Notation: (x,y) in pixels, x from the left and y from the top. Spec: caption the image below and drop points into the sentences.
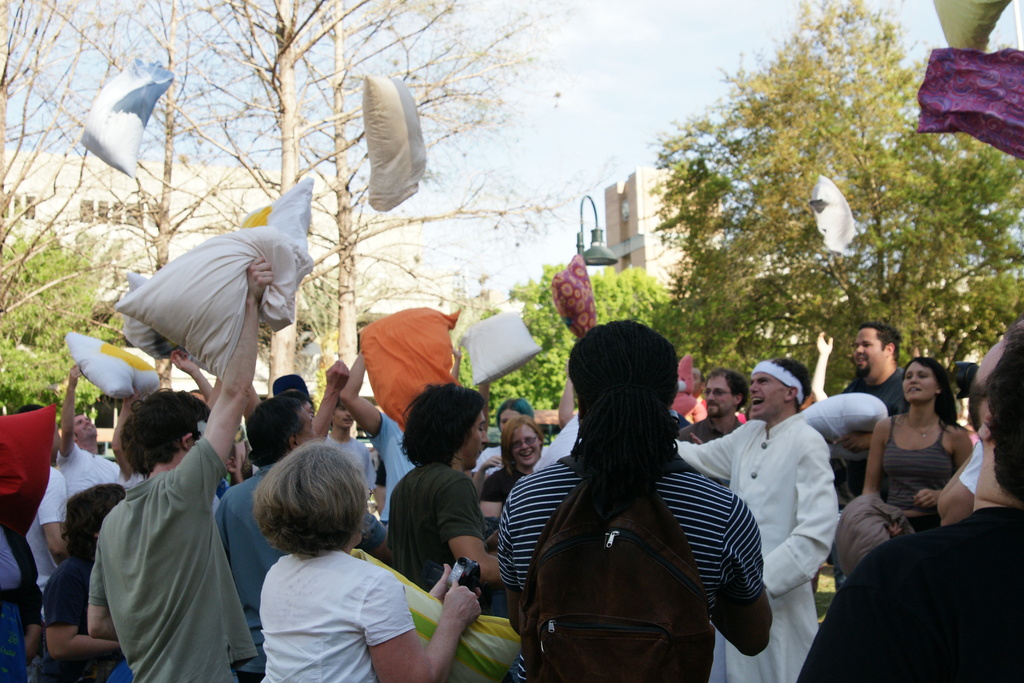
In this image, we can see a crowd (860,372) standing and wearing clothes (282,569). There are some persons (211,436) on the left side of the image (206,530) holding pillows (136,325) with their hands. There is a person (538,492) at the bottom of the image (541,494) wearing a bag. There is a building (124,238) and some trees (37,284) on the left (223,218) and on the right side of the image (932,225). There is a sky (680,84) at the top of the image (663,52).
